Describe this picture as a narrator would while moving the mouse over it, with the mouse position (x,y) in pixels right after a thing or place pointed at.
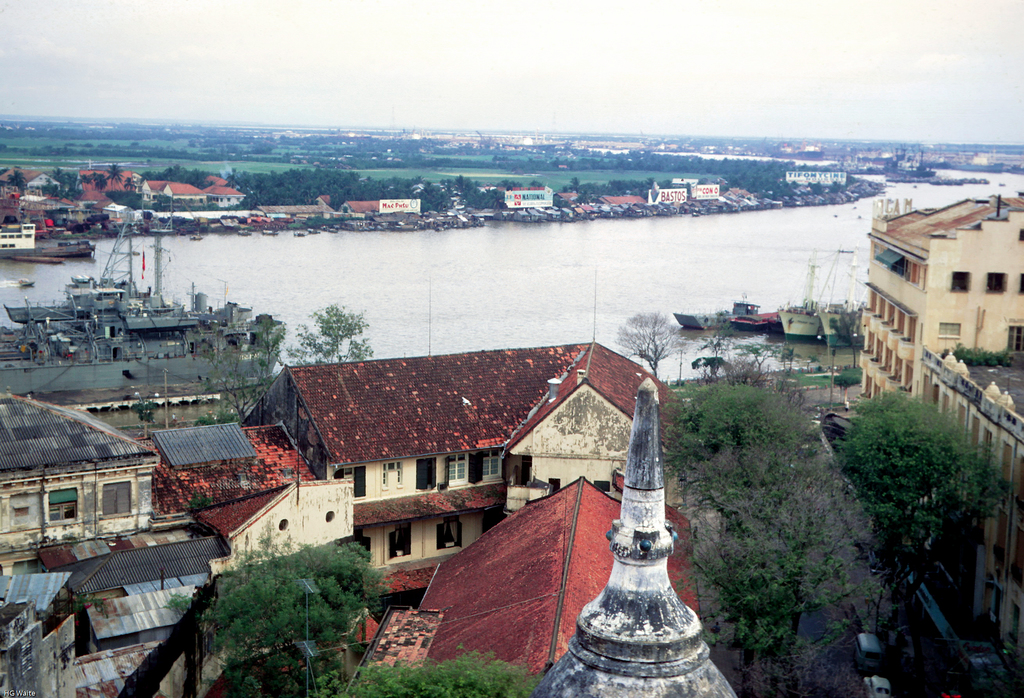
In this image there are houses (661,395), trees (783,443), boats (749,312) on the water (654,309), vehicles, road (815,568), and in the background (932,9) there is sky (555,52).
